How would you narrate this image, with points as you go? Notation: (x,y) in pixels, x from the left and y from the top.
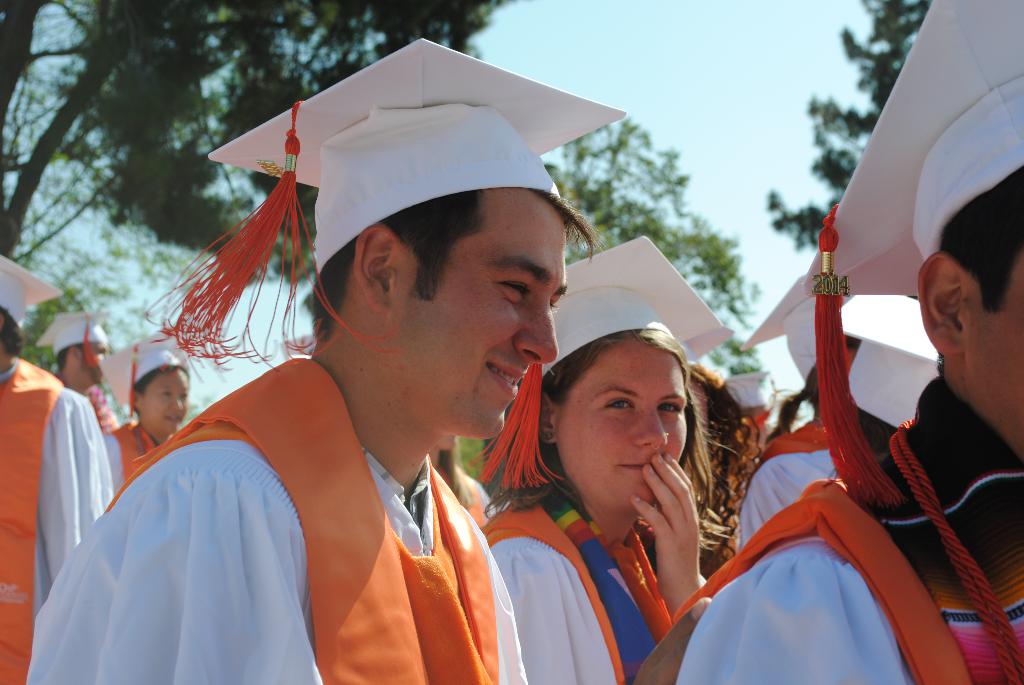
In this image we can see group of people (713,582) wore white and orange combination dress (278,620) and white color hat (477,180). On the top left (179,81) we can see trees (200,66).
